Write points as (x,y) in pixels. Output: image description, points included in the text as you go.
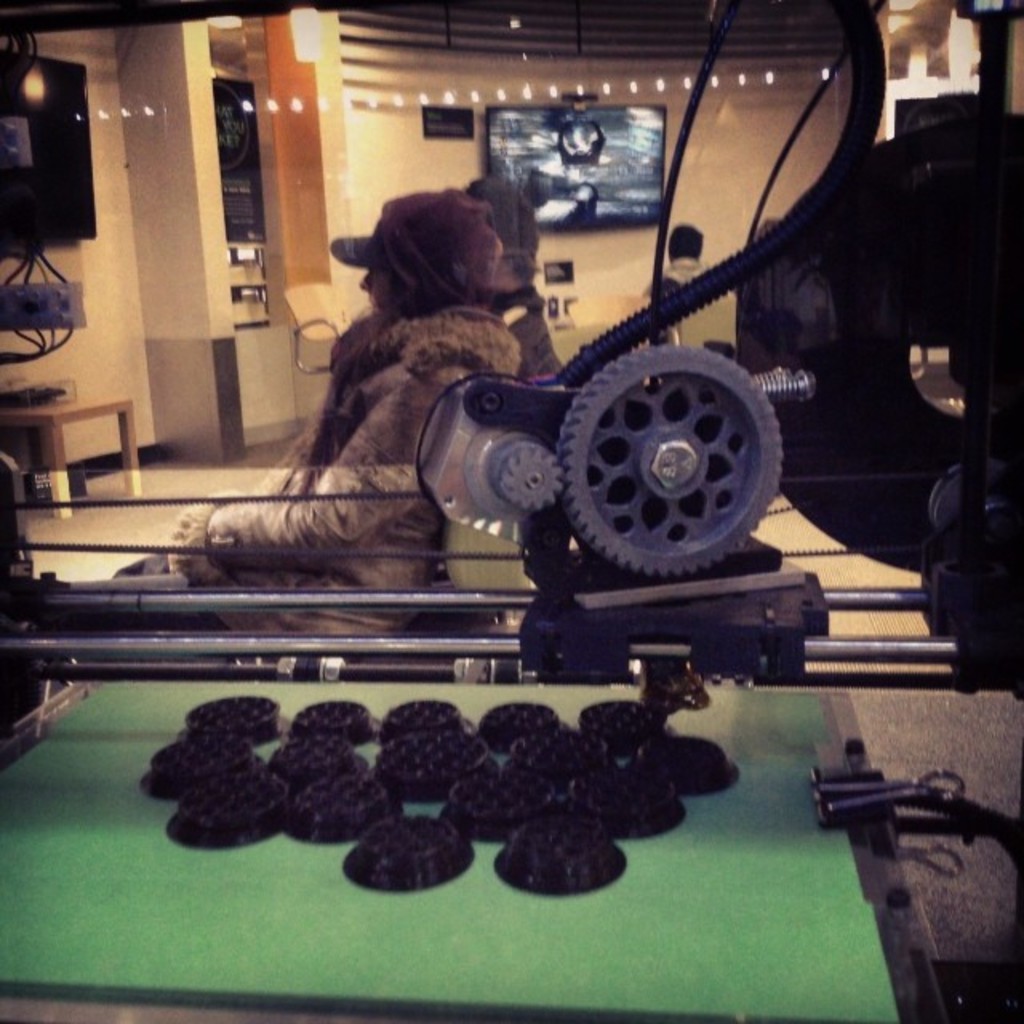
Here in this picture in the front (690,451) we can see some mechanical equipments (388,496) present on the table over there and beside that we can see a couple of people (535,322) sitting on the bench (459,539) present over there and we can see both of them are wearing jackets (408,390) and caps (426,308) on them and we can see lights (314,34) present on the wall (329,69) and we can see television screens (53,214) also present on the wall (64,256) over there.
